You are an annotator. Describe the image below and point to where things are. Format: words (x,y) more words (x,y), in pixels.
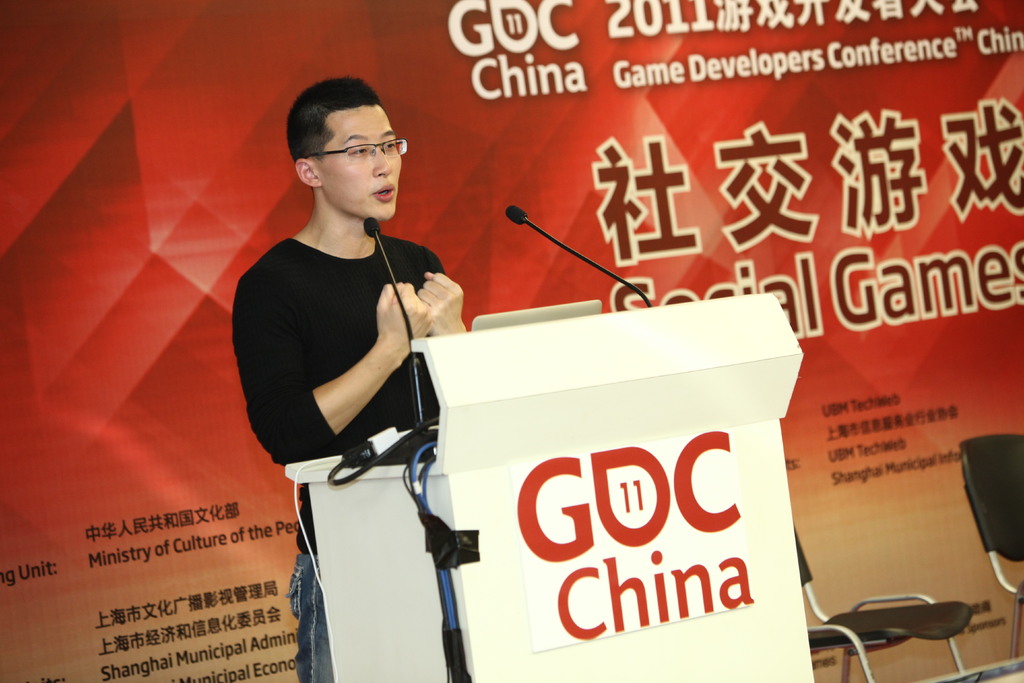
In this image, I can see a person (328,371) standing. This is the podium (578,450) with mics (647,298). These are the cables (453,616). This looks like a poster (665,549), which is attached to the podium (752,468). These are the chairs (999,525). I think this is the hoarding (648,143).
